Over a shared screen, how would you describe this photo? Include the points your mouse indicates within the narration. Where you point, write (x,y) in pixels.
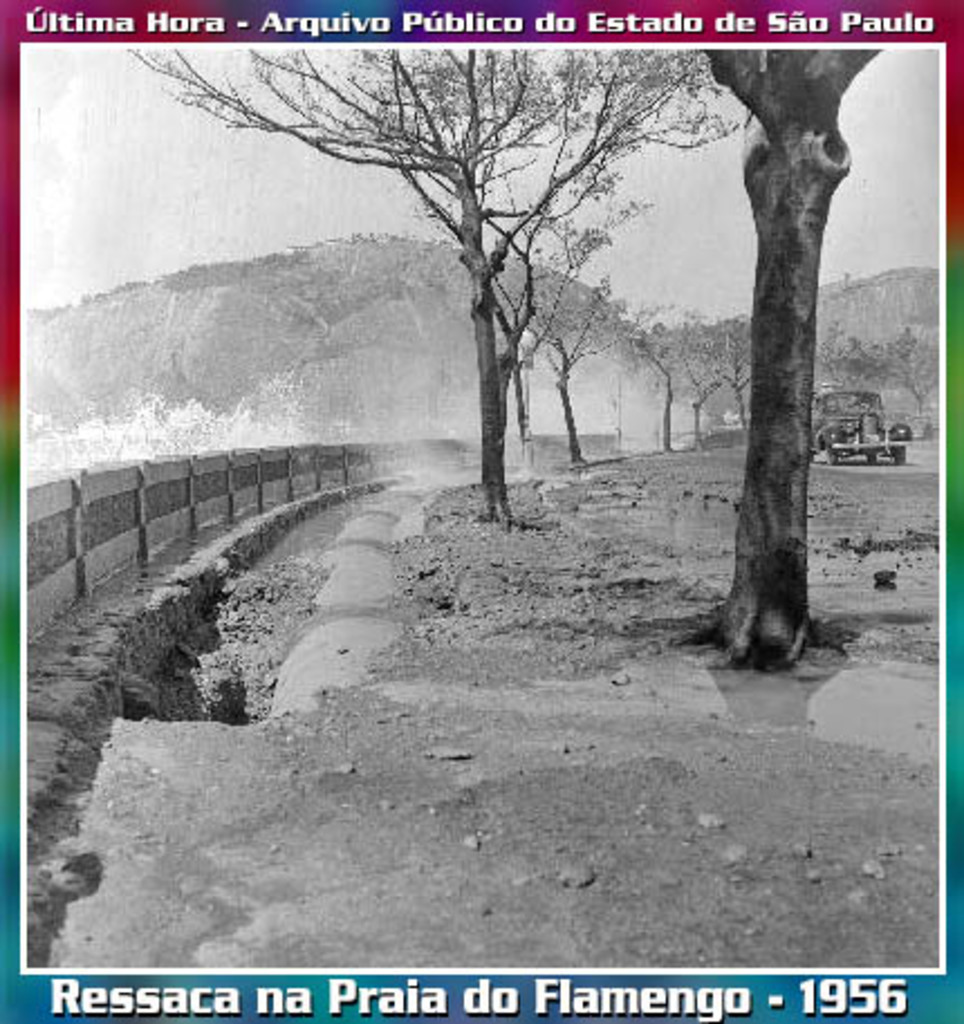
In the image we can see there is a poster (727,441) in which car (830,464) is parked on the road (816,560) and there are trees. The road (870,517) is uneven and behind there are hills (379,326).
